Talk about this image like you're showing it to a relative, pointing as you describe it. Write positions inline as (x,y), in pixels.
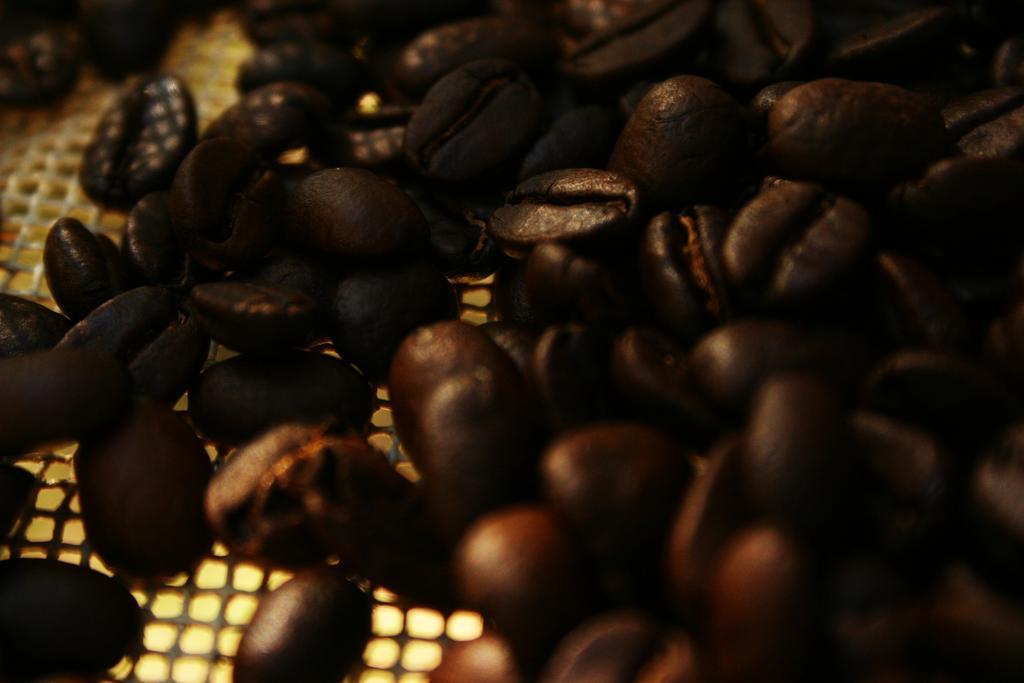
In this picture we can see coffee beans (570,393) on a platform (205,628).
